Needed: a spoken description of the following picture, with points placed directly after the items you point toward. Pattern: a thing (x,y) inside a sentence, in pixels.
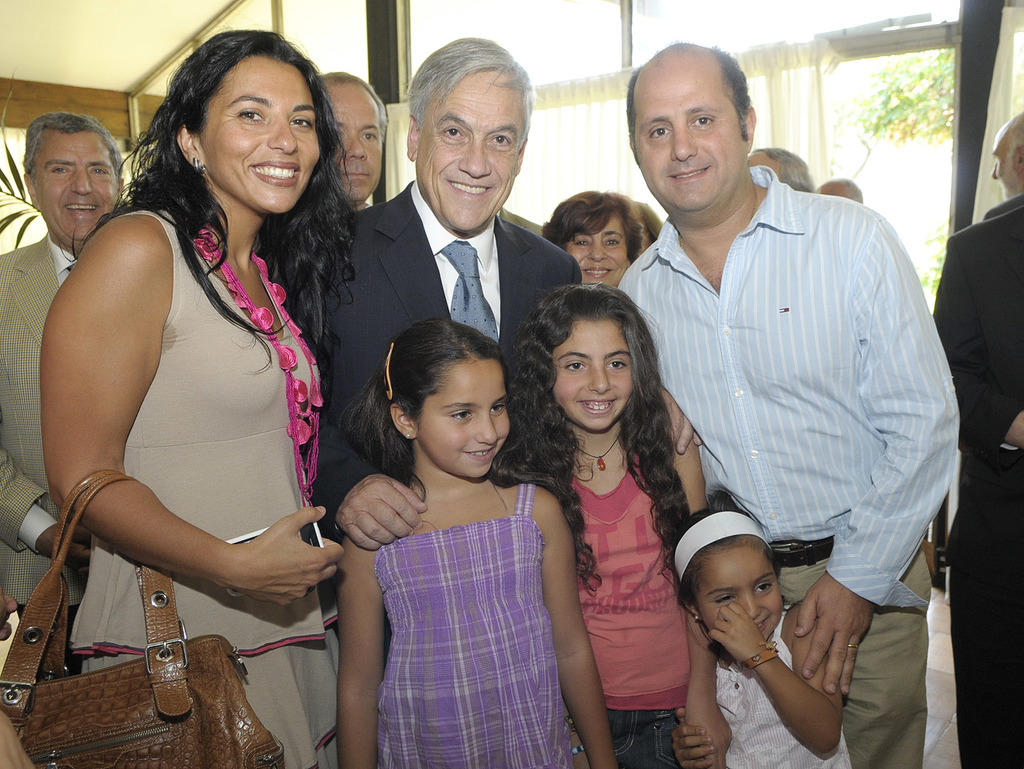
In this image, we can see group of people (412,249) are standing. And they are smiling. In the middle (530,496), we can see 3 girls (592,501) are standing. The left side (217,498), women (252,515) hold a bag (175,671) and mobile (306,538) on his hand (281,579). Background (580,122), we can see curtain (571,132), glass window (553,59), wooden (98,104) and plant (3,118) here. Right side (913,96), we can see tree (898,110).
